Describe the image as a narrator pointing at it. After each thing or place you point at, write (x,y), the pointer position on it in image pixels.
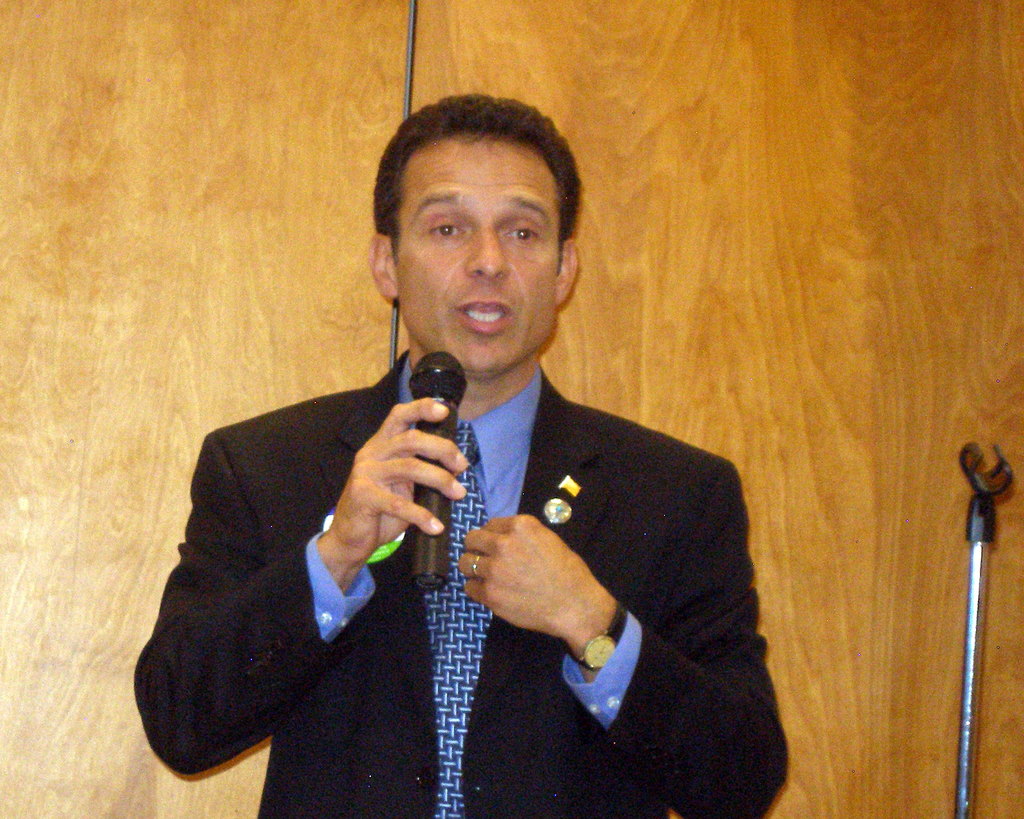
In this picture we can see a man (629,421) talking on the mic (444,540), he wore blazer (297,595), tie (464,656), watch (595,639) and some badge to his blazer (553,455). In the background (359,342) we can see wall (717,88), wire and a stand (961,818) for holding something.
